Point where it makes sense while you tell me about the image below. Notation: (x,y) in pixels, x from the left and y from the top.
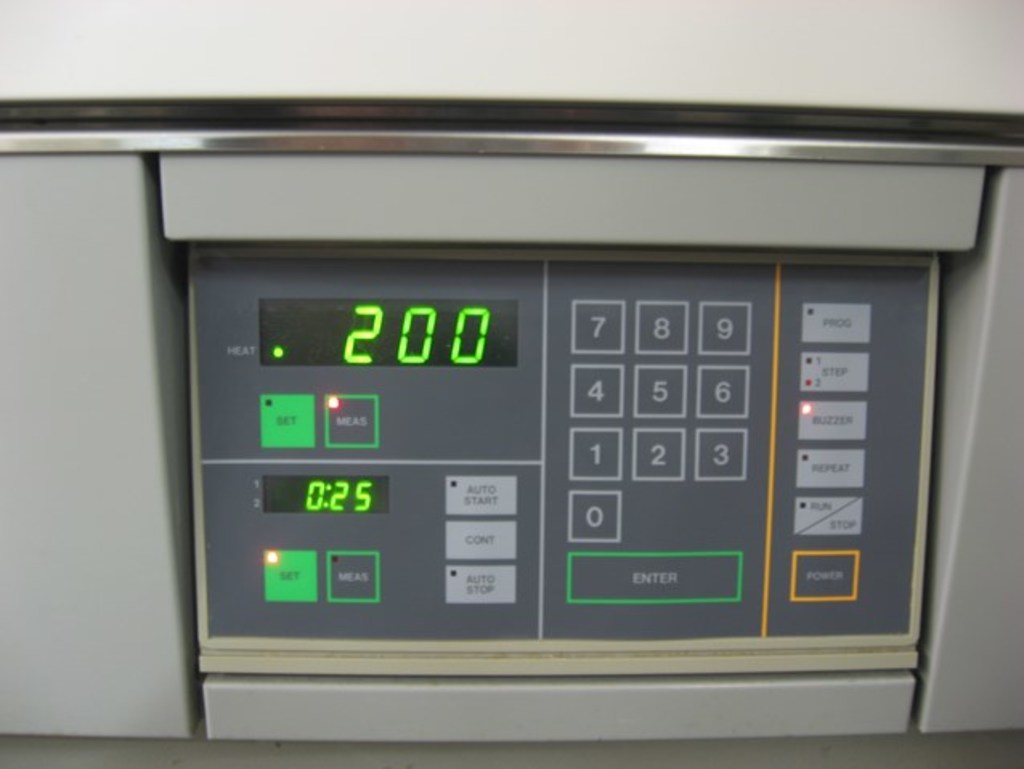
In this image we can see an electronic device (383,593).
